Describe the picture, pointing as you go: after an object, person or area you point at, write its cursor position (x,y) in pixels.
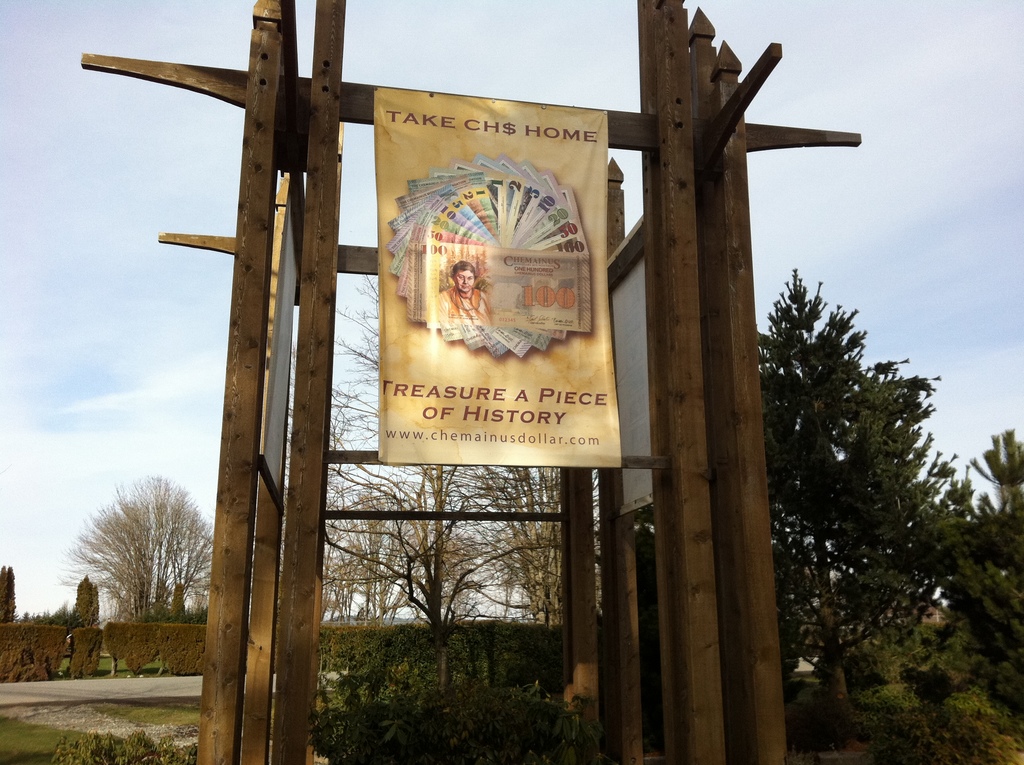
In the center of the image (607,460) there is a poster (559,464) on the wooden frame (630,463). In the background of the image (114,533) there are trees (113,517). There is sky (87,355). At the bottom of the image (647,745) there are plants (900,751).
